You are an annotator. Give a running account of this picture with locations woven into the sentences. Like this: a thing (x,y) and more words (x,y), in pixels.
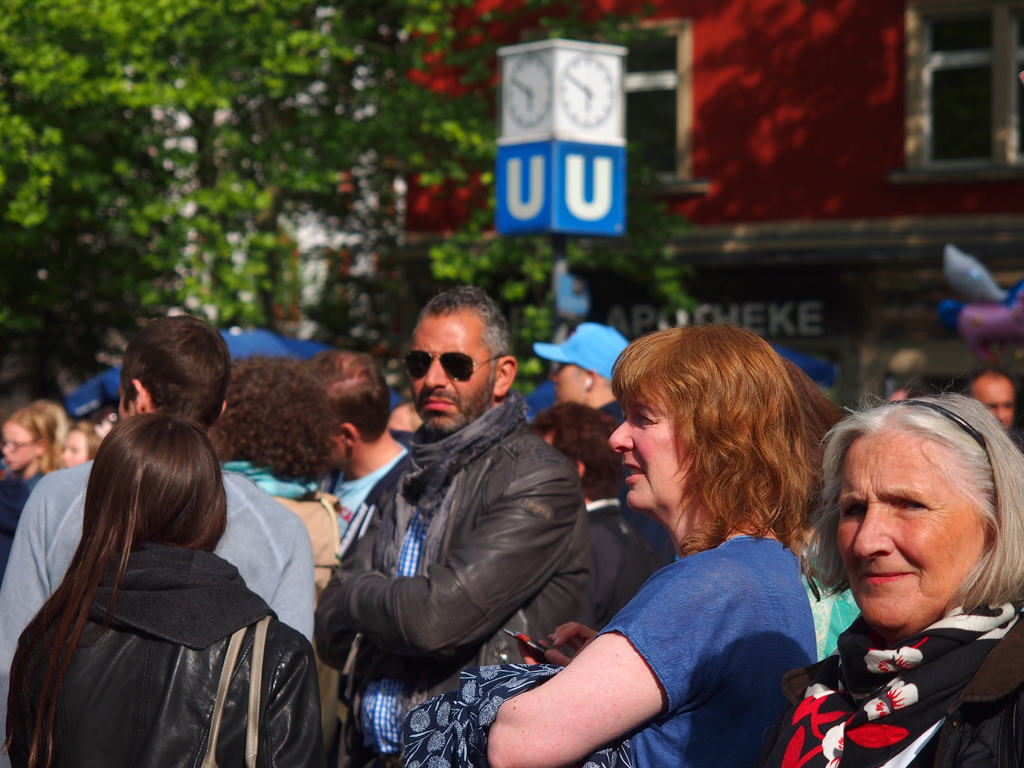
In this picture we can see a bag (227,691), scarf (856,669), jacket (378,515), goggles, cap (587,334), clocks (516,98), pole (561,235) and a group of people (692,433) standing and in the background (312,176) we can see trees (312,176), building (970,172) with windows (968,122).
